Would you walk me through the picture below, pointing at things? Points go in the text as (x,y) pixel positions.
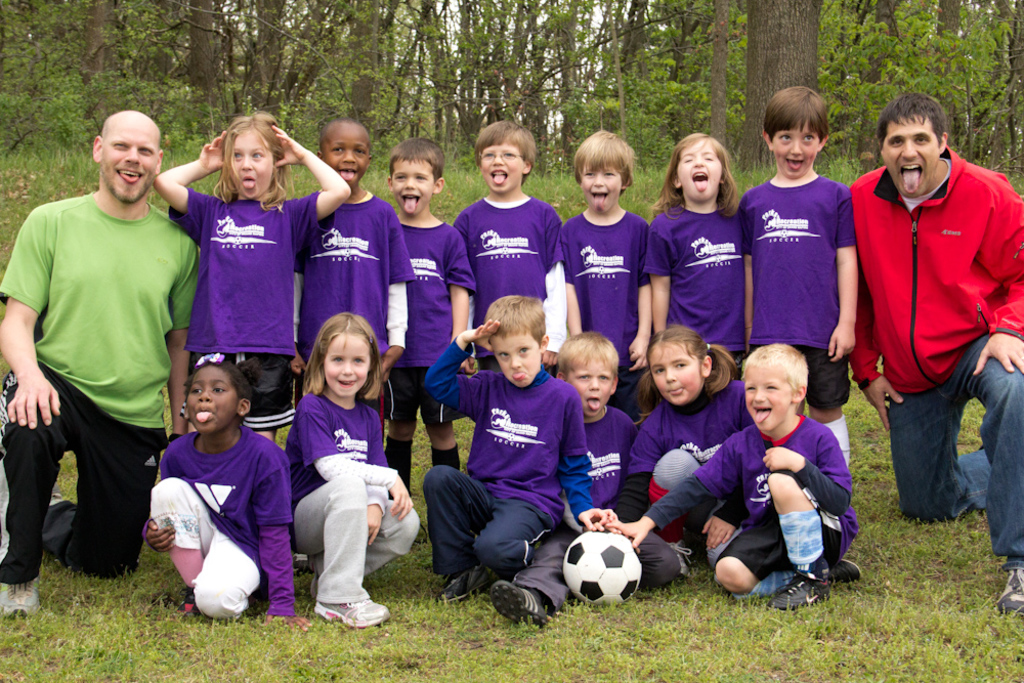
In the picture there are kids (278,248) stood and some are sat on grass floor (426,598) and on either sides of kids (793,606) there are two men (145,379).
